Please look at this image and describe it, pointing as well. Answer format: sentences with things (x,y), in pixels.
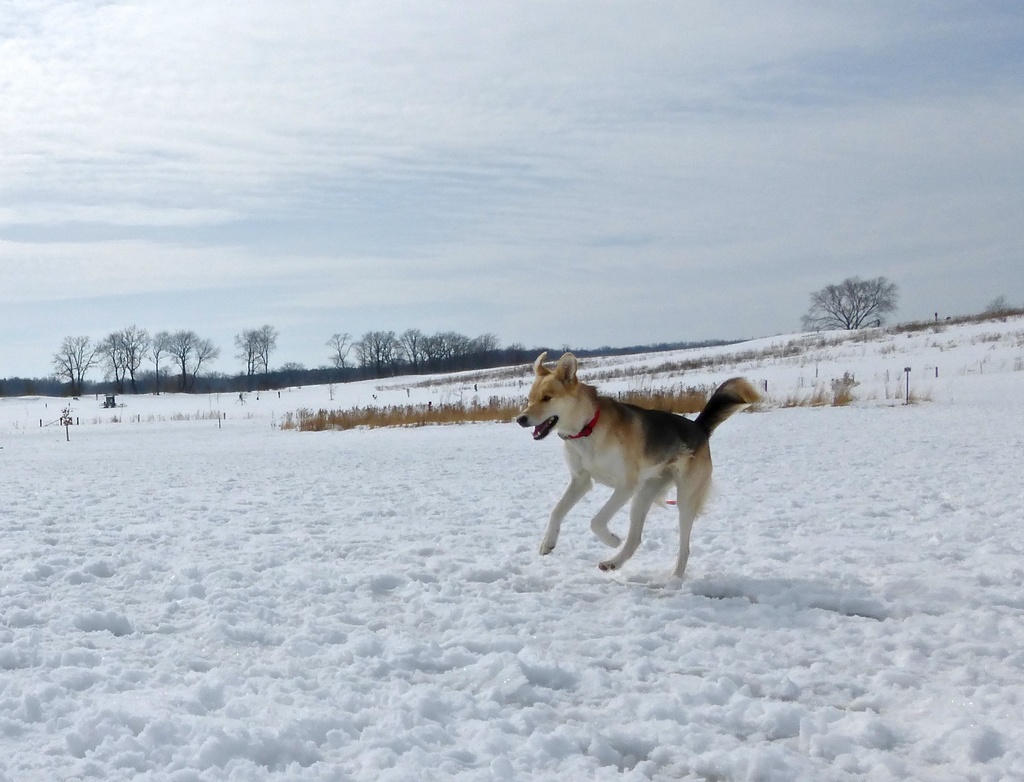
In the center of the image (581,404) there is a dog (570,469). In the background of the image (9,311) there are trees (448,357), sky (466,305) and clouds (407,216). At the bottom of the image (465,651) there is snow (382,657).
